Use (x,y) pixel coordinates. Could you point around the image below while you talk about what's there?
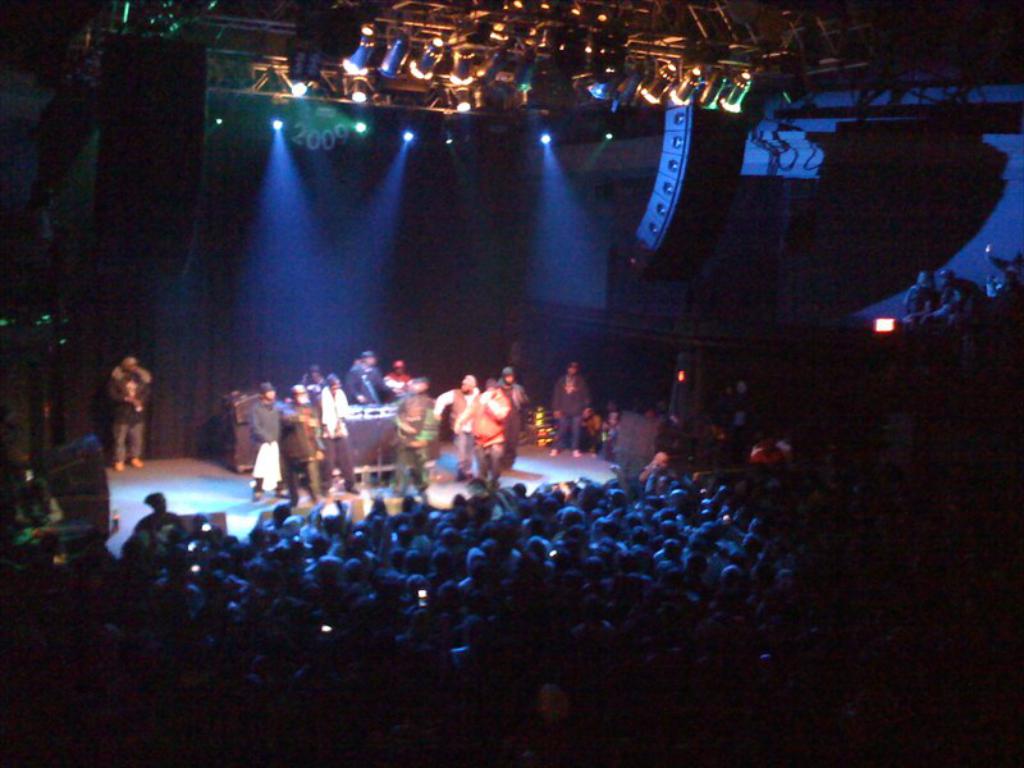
At the bottom (322,612) we can see audience (368,650) and among them few persons (413,602) are holding mobiles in their hands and on the stage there are few people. In the background (256,65) we can see lights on the roof top (108,20), poles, speakers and some other objects (866,47).
